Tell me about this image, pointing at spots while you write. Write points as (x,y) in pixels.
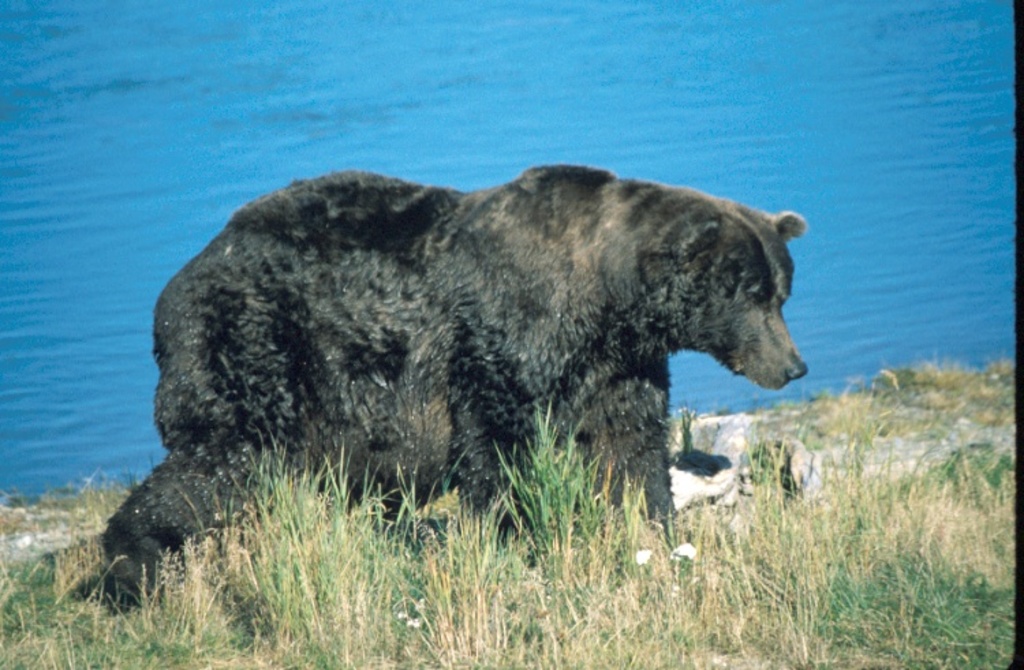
In this image we can see a bear (584,388) on the ground (492,554). We can also see some grass (665,556) and the water (384,106).
